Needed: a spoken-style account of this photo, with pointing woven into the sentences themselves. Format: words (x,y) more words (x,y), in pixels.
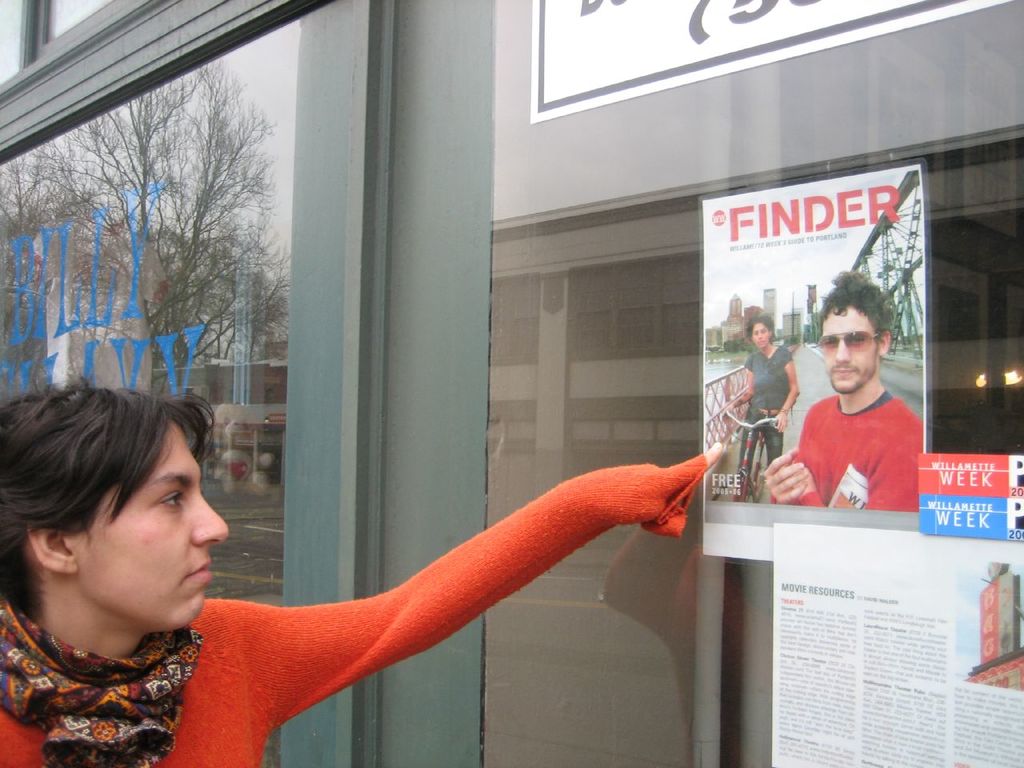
In this image, we can see a woman (52,664) standing and she is pointing her finger (706,460) at the poster (714,328), we can see two posters (838,662) on the wall (575,330).
